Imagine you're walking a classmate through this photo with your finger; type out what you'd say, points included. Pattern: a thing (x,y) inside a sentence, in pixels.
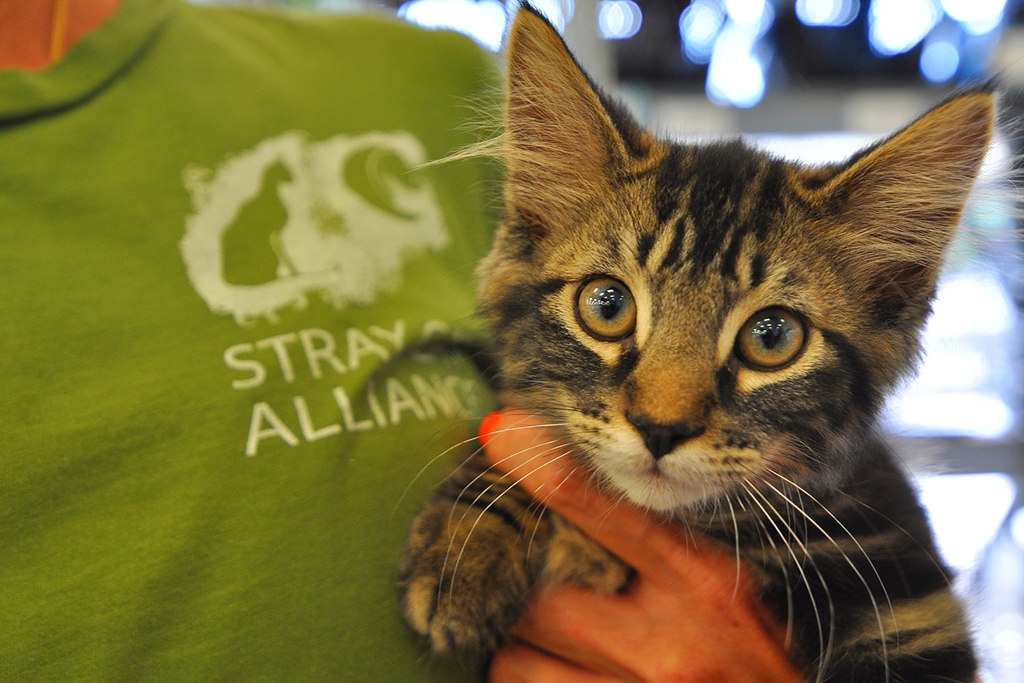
There is a person (121,155) wearing a green t shirt (134,313) with something written on that. Also there is a logo (275,218). And the person (208,216) is holding a cat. In the background (898,118) it is blurred.
